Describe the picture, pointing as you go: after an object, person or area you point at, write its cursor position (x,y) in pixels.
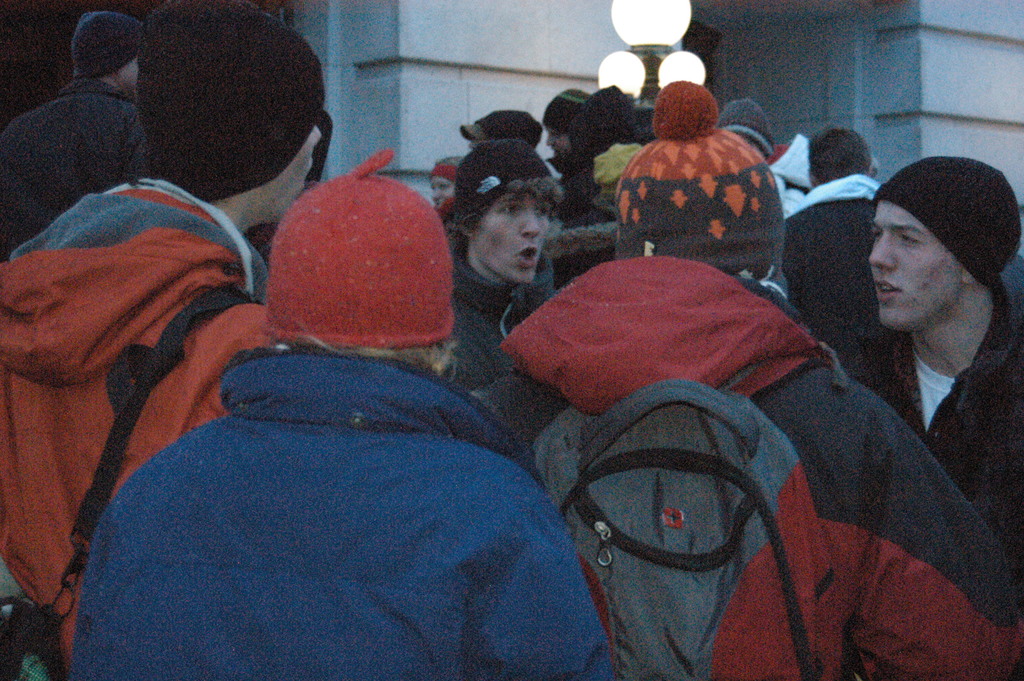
In this image we can see a group of people (747,123). They are wearing a jacket (704,301) and here we can see the monkey caps (270,161) on their heads (573,147). Here we can see the bags (702,483) on their back (70,655). Here we can see a light pole (617,84).
